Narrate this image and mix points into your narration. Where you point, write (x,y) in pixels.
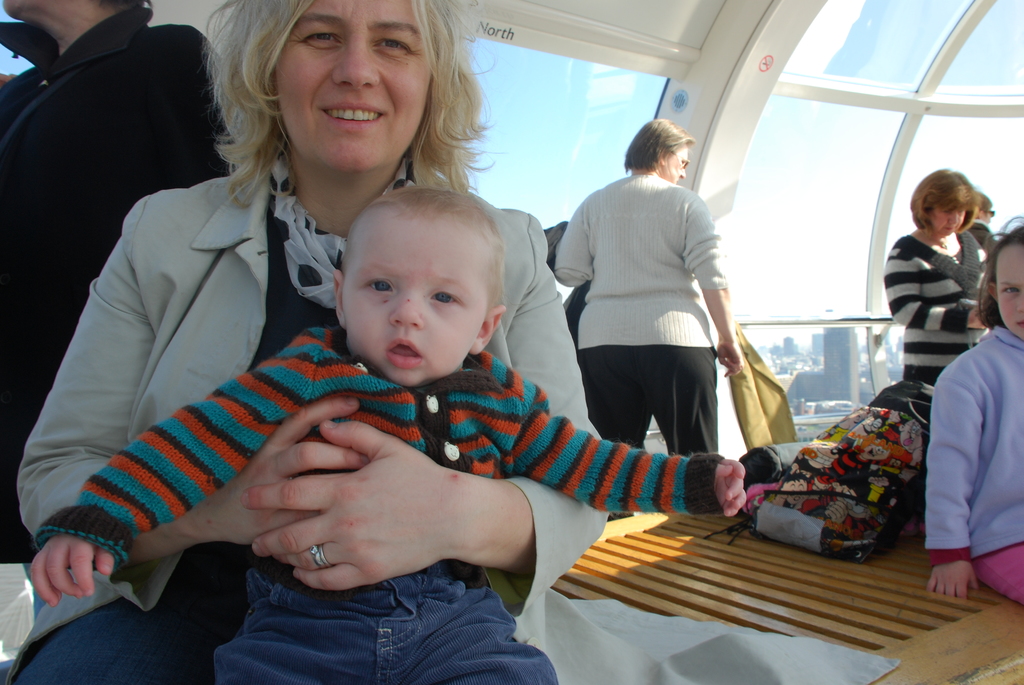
In the image we can see there are many people (508,318) and two children's (483,461). They are wearing clothes (524,340), this is a finger ring (321,563), wooden bench (893,606) and a glass window (803,195). Out of the window (808,375) we can see, there are many buildings (781,351) and a pale blue sky (554,120).
